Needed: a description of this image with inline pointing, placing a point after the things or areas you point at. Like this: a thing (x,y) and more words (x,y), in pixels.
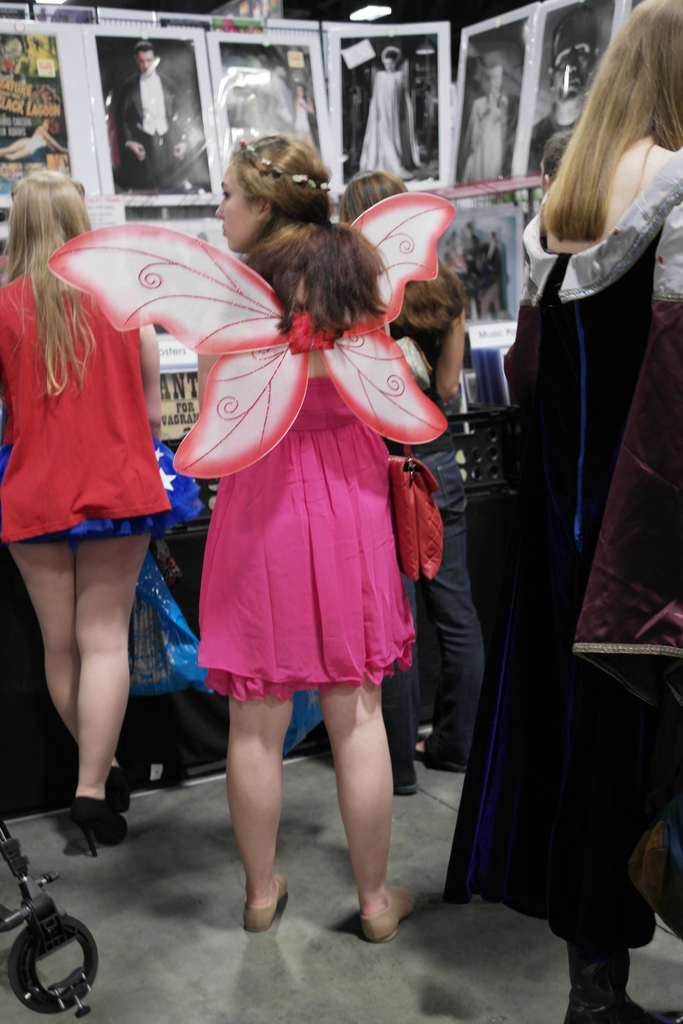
In this image I can see a crowd (229,207) on the floor (319,884). On the top (429,77) I can see photo frames (279,94). This image is taken may be in a room (291,926).
